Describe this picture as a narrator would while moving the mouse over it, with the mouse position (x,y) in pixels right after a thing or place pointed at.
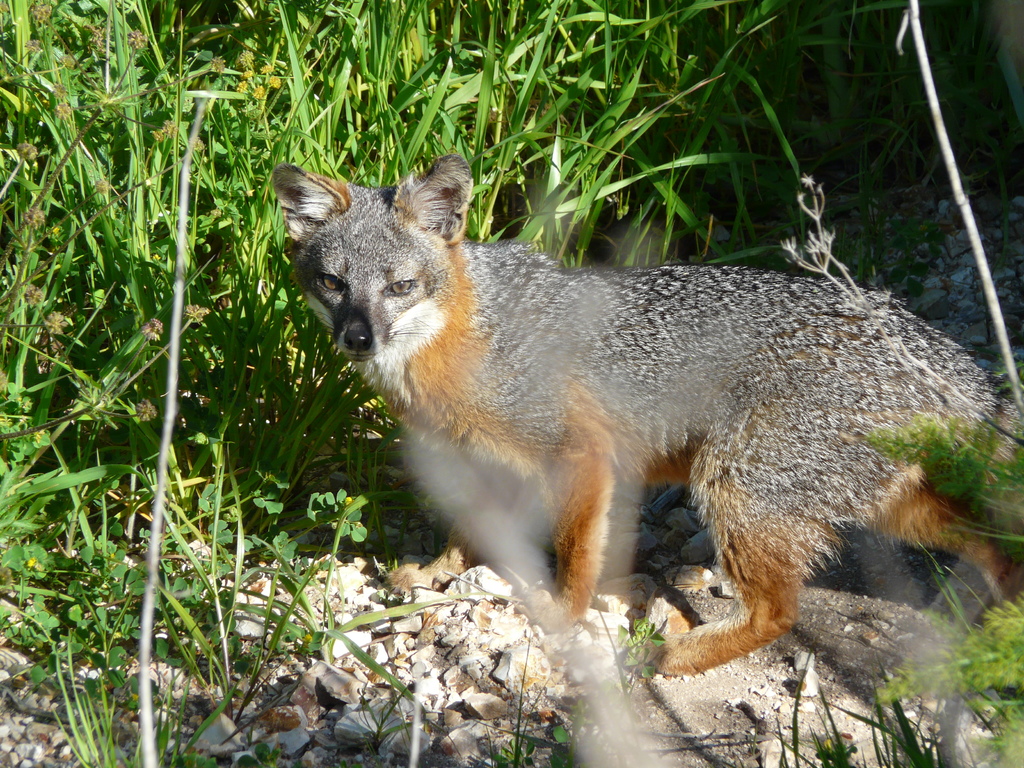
The picture consists of stones (202,737), plants (43,410), grass (491,90) and an animal (619,339).
